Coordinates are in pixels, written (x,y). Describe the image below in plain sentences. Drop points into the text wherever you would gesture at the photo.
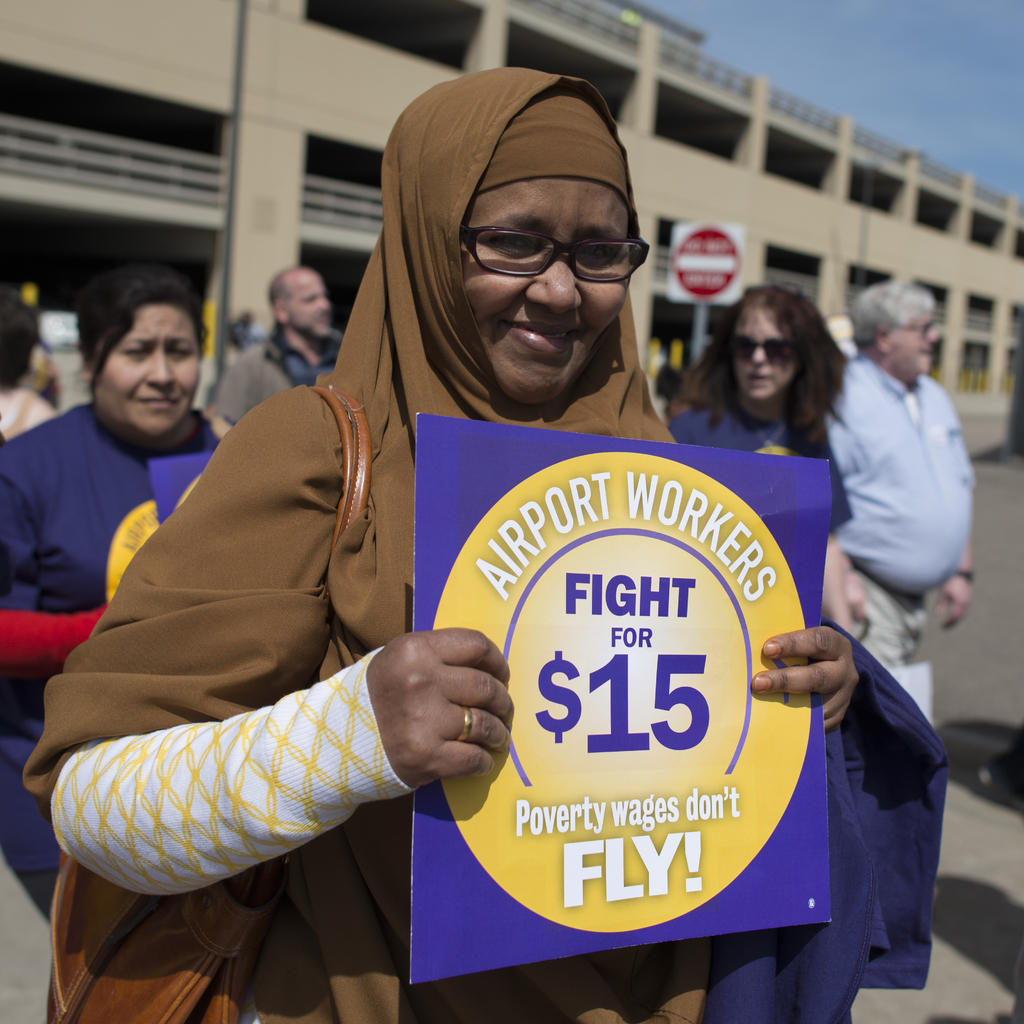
In the image I can see a lady (574,202) who is wearing the bag (161,999) and holding the note (597,772) on which there is something written and behind there are some other people (12,352) and a building (47,151).
